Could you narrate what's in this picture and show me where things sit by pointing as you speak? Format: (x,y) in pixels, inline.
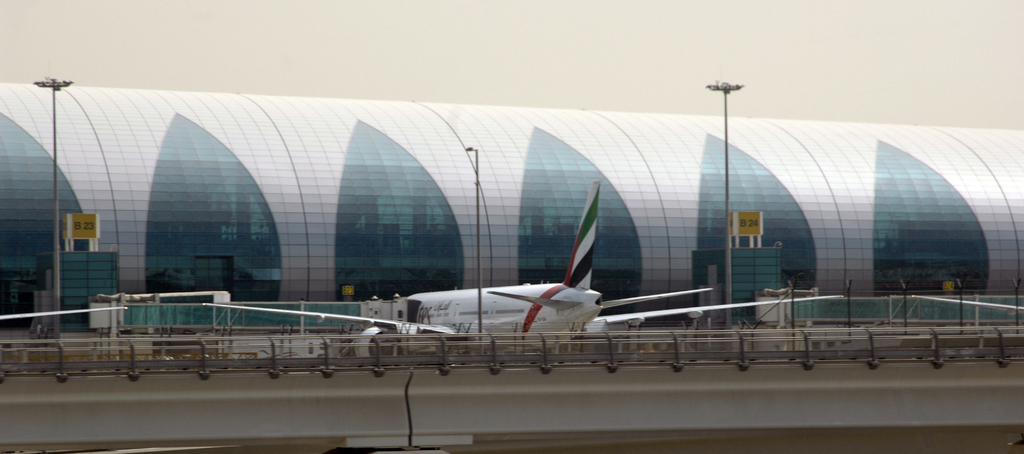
In this image I can see a glass building (491,166) in white and blue color. I can see few boards (741,222), light poles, aircraft (504,309) and fencing (211,343).
